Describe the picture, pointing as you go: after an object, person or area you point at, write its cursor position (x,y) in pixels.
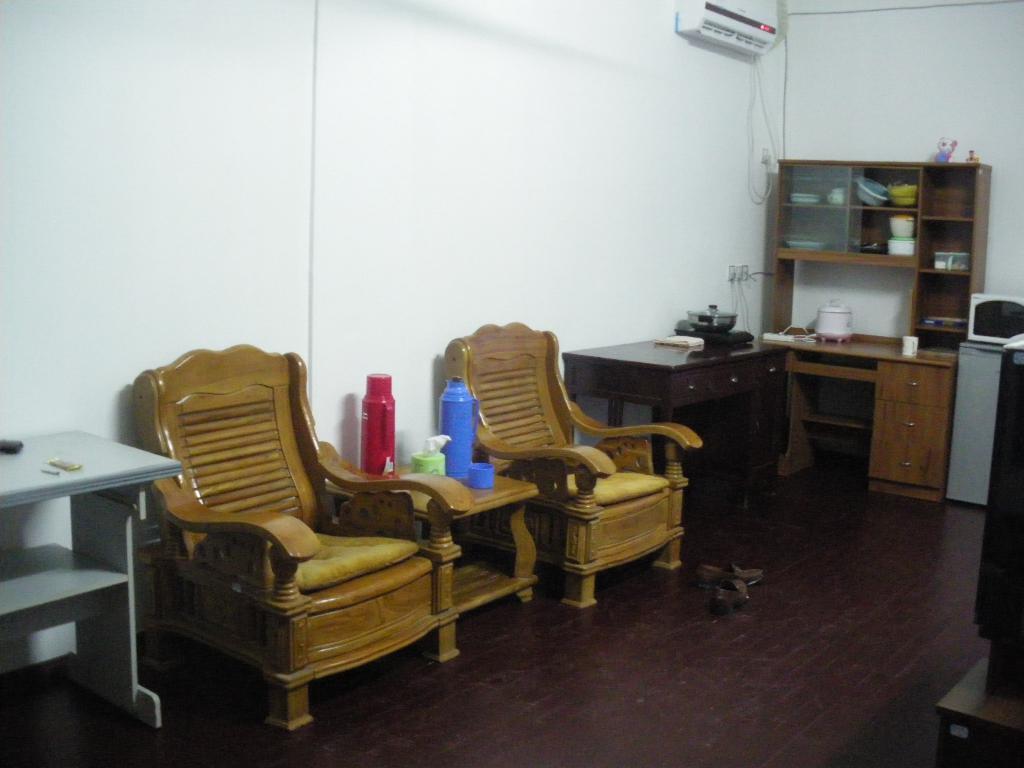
In this image on the left (316,485), there are two chairs (228,600), tables (486,575), bottles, vessels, shelves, air conditioner (720,48), cupboards (888,453), wall (504,315), floor (489,628). On the right (982,667) there is micro oven (989,323), table (962,712).
